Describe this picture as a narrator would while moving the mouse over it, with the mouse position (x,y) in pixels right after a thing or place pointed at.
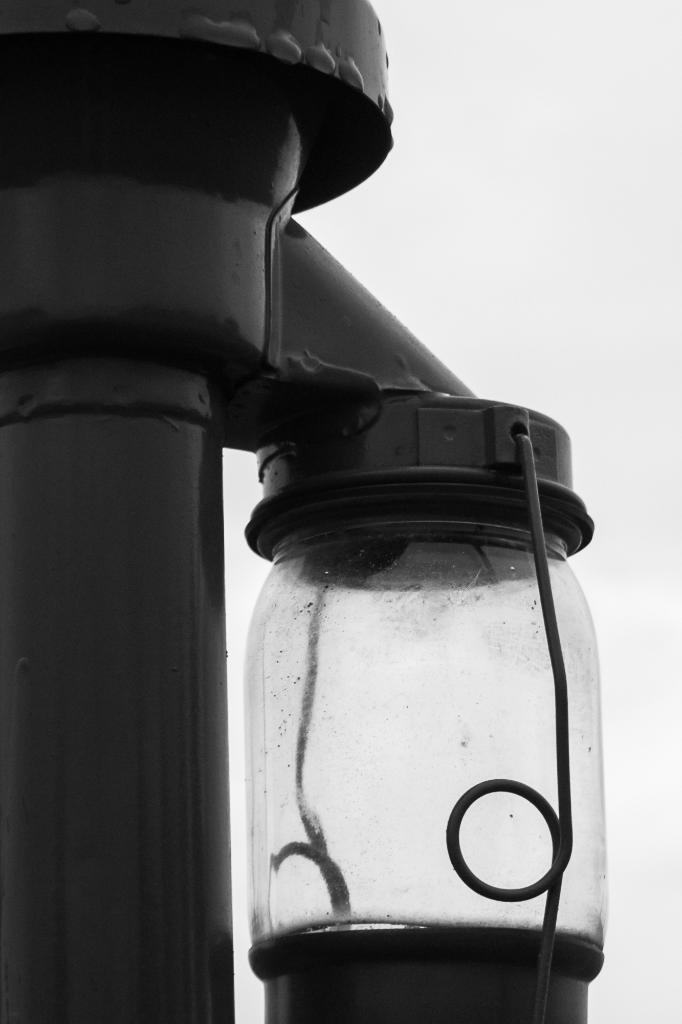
It is the black and white image in which there is a pole (139,622) on the left side (86,634). To the pole (80,636) there is a glass jar (373,743).
